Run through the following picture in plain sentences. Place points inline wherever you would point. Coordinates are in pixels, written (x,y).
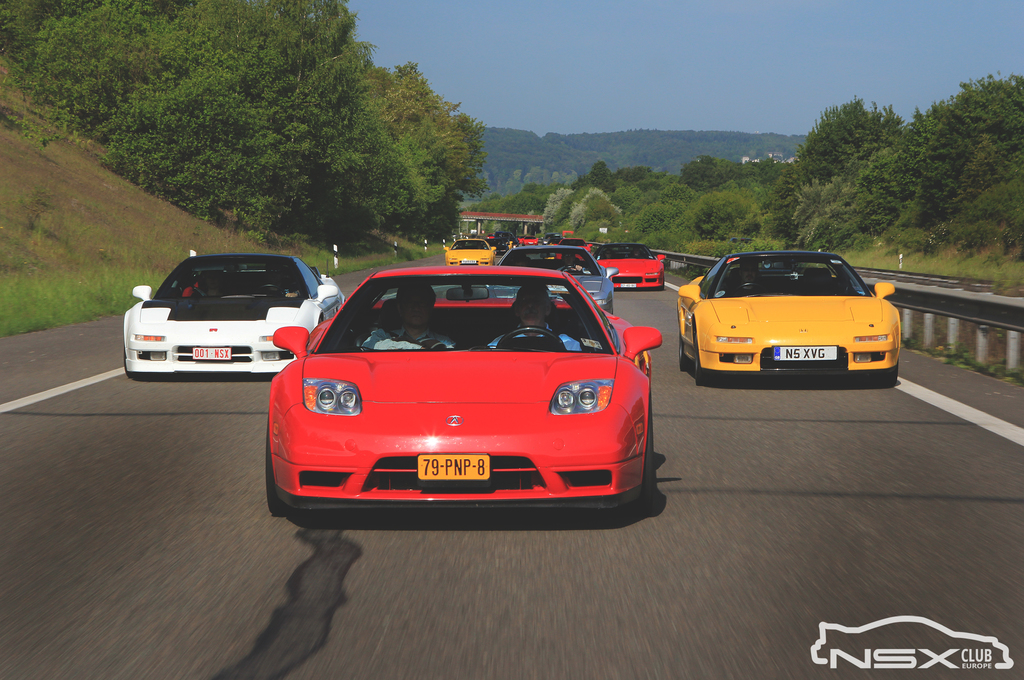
In the image there are few sport cars (398,368) on the road (828,552) with trees (224,216) and plants (13,240) on either side of it and above its sky (544,80).
